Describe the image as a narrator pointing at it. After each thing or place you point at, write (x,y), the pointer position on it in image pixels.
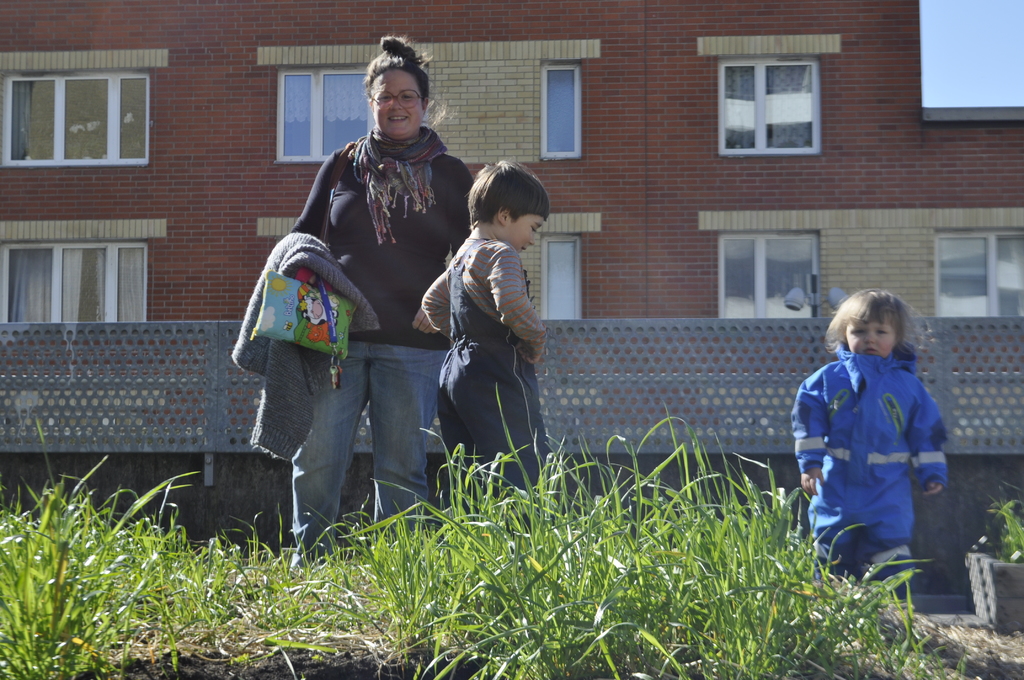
In this picture we can see there are three people (403,312) standing and in front of the people (409,333) there is grass (591,521). Behind the people (455,277), there is a wall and a building (360,23). In front of the building (810,181), it looks like a pole (812,294) with lights (800,297). On the right side of the building (854,36) there is the sky (940,38).
